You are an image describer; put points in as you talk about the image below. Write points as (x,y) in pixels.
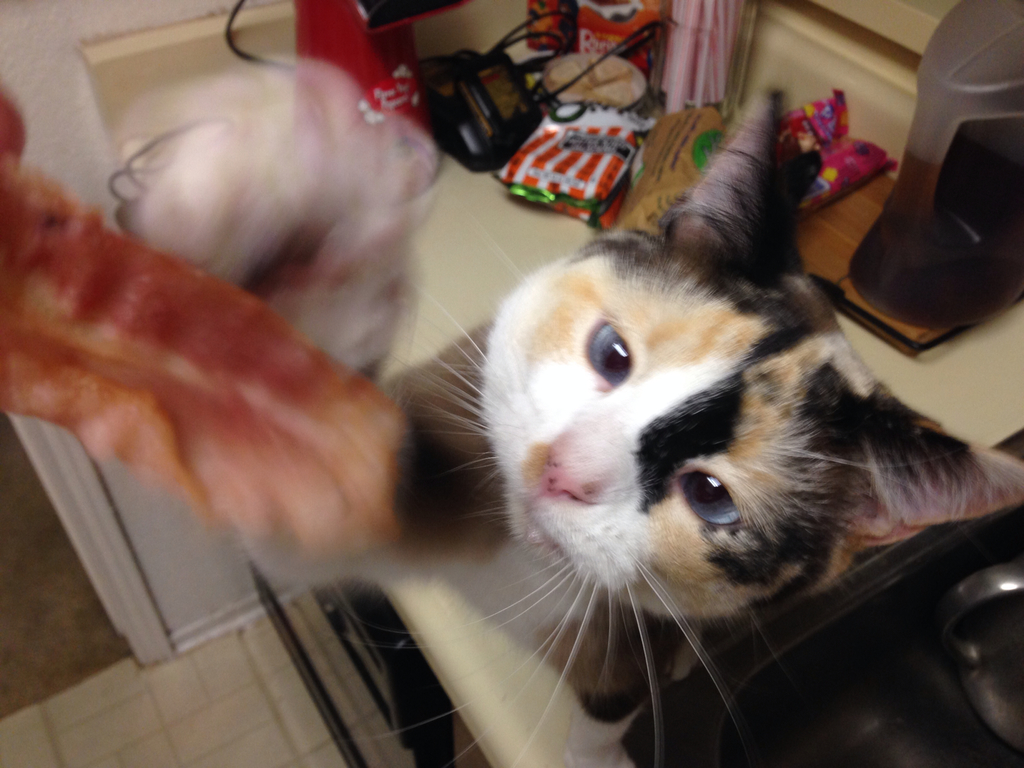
In the center of the image (681,332) there is a cat (625,462). In the background (827,124) we can see covers (541,157), mat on the floor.
